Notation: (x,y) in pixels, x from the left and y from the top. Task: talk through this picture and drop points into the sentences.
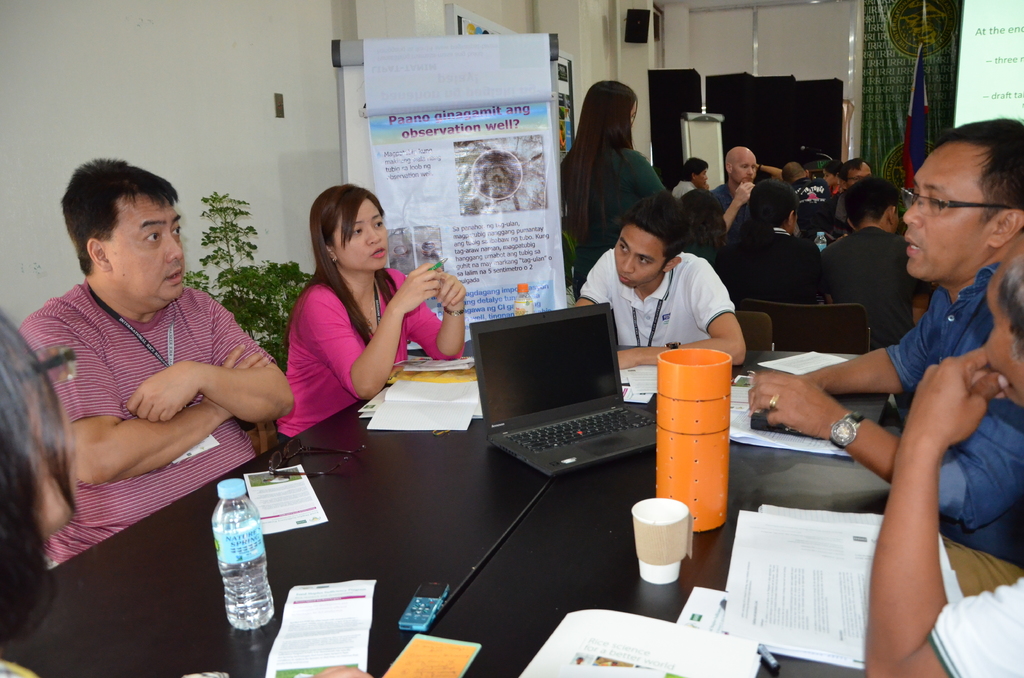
In this image there are a few people (319,413) sitting in front of the table (669,600). On the table (550,542) there is a laptop (536,440), papers (337,619), bottle (249,549), cup (656,552), books (452,419) and a few other objects (708,503). On the left side of the image (224,293) there is a plant (228,270), behind the plant (219,236) there is a wall (297,137) and a banner (474,235), beside the banner (526,210) there are few other people (699,227). In the background (822,125) there are few objects (794,156) and a screen (987,78).
